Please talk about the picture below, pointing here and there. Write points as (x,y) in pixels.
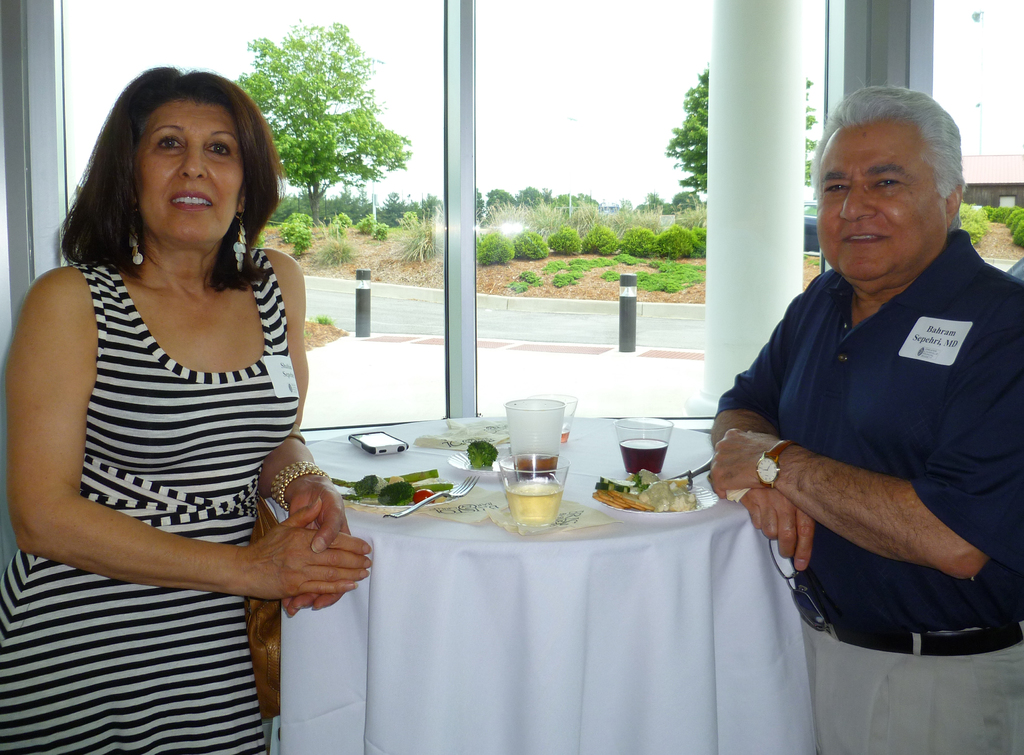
In the image we see there are two people (911,563) who are standing in front of them there is a table (415,542) on which there are four glasses (552,484) filled with juices (626,451) and plates (471,468) in which there is a salad (378,481) and beside it there is a fork (461,484) and a mobile phone (402,443) is on table (346,452) and behind the people (879,394) there are lot of trees (376,130).
